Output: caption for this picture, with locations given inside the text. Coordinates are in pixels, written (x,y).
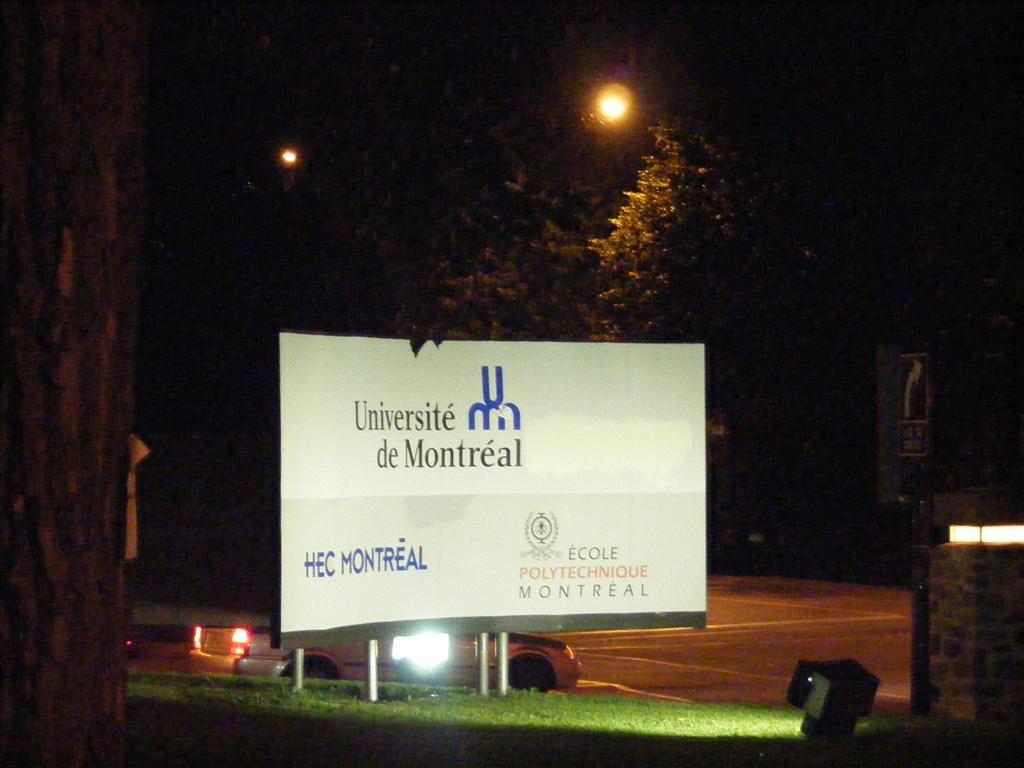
In the foreground of the picture (329,626) we can see focus light (432,637), board (465,573), grass (437,700), trunk (118,218) of a tree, wall (969,627) and other objects (298,660). In the middle of the picture (515,267) there are trees (487,222), street lights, car (533,670) and road (827,630). On the right (916,391) we can see a sign board (910,394).
